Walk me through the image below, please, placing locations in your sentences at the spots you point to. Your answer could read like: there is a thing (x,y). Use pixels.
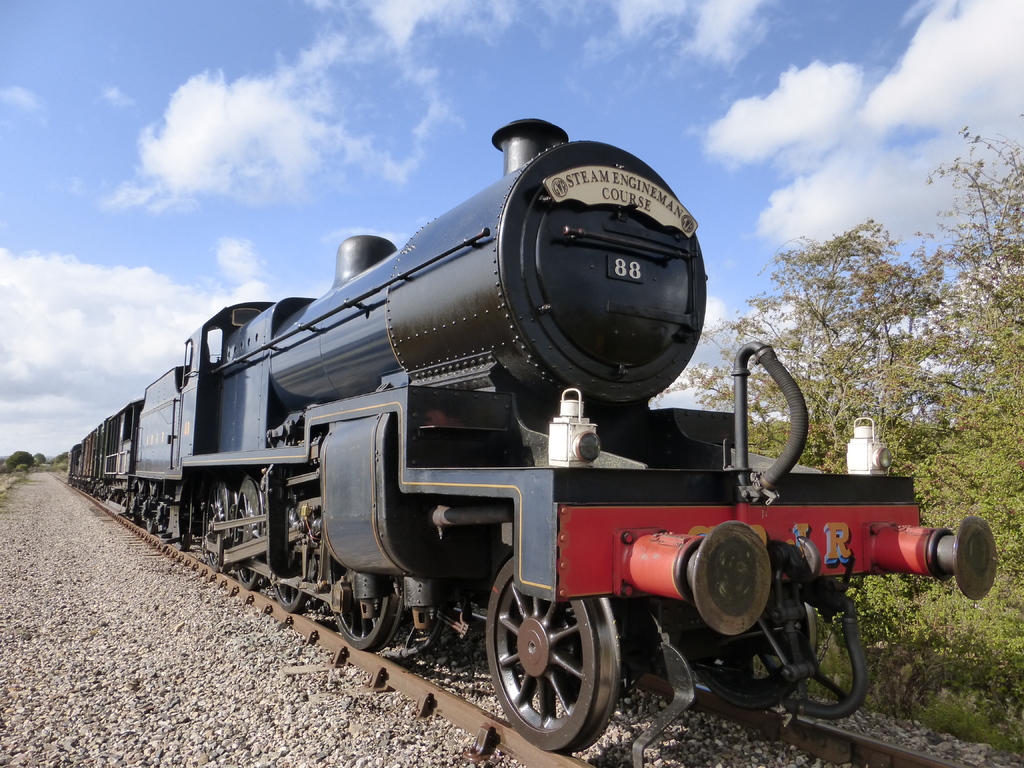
In this picture there is a black color train (450,457) on the track (659,706) and there are trees (972,409) in the right corner (977,440) and there are small rocks (119,678) in the left corner (96,680) and there are trees (22,459) in the background (39,451) and the sky (144,303) is a bit cloudy.
